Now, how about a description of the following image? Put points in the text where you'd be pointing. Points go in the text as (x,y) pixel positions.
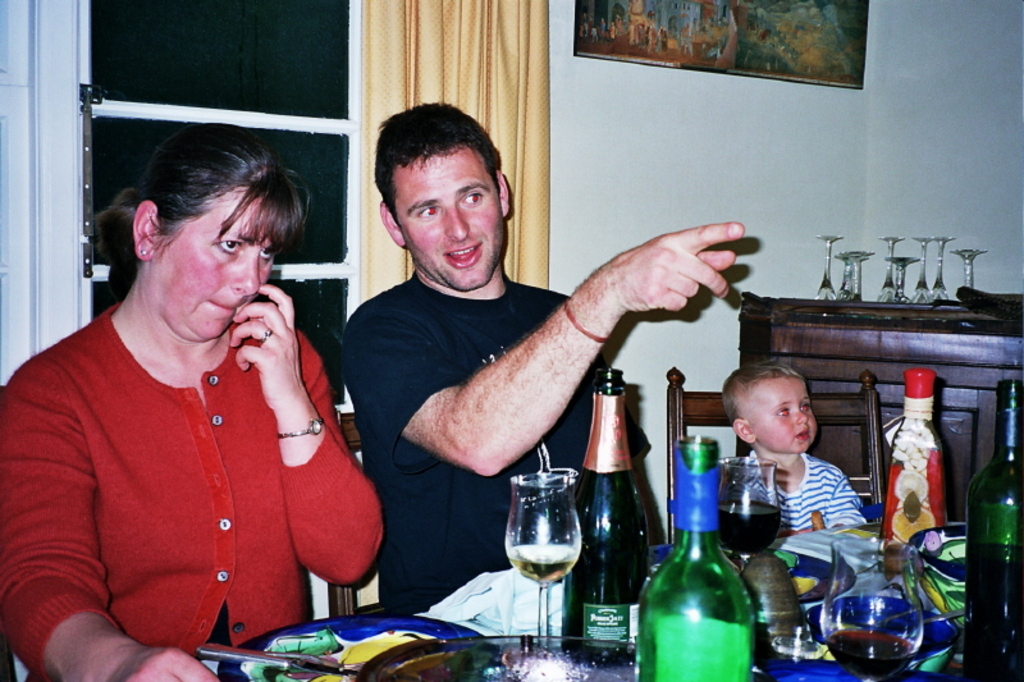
There is a man (392,356) and a woman (211,504) sitting in the chairs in front of a table (838,619) on which glasses (835,597), bottles (628,560) and some accessories (790,543) were placed. There is a kid (788,437) beside them in the chair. In the background (748,220) there is a wall curtain (485,61) and a photo frame (694,55) attached to the wall (862,112).
